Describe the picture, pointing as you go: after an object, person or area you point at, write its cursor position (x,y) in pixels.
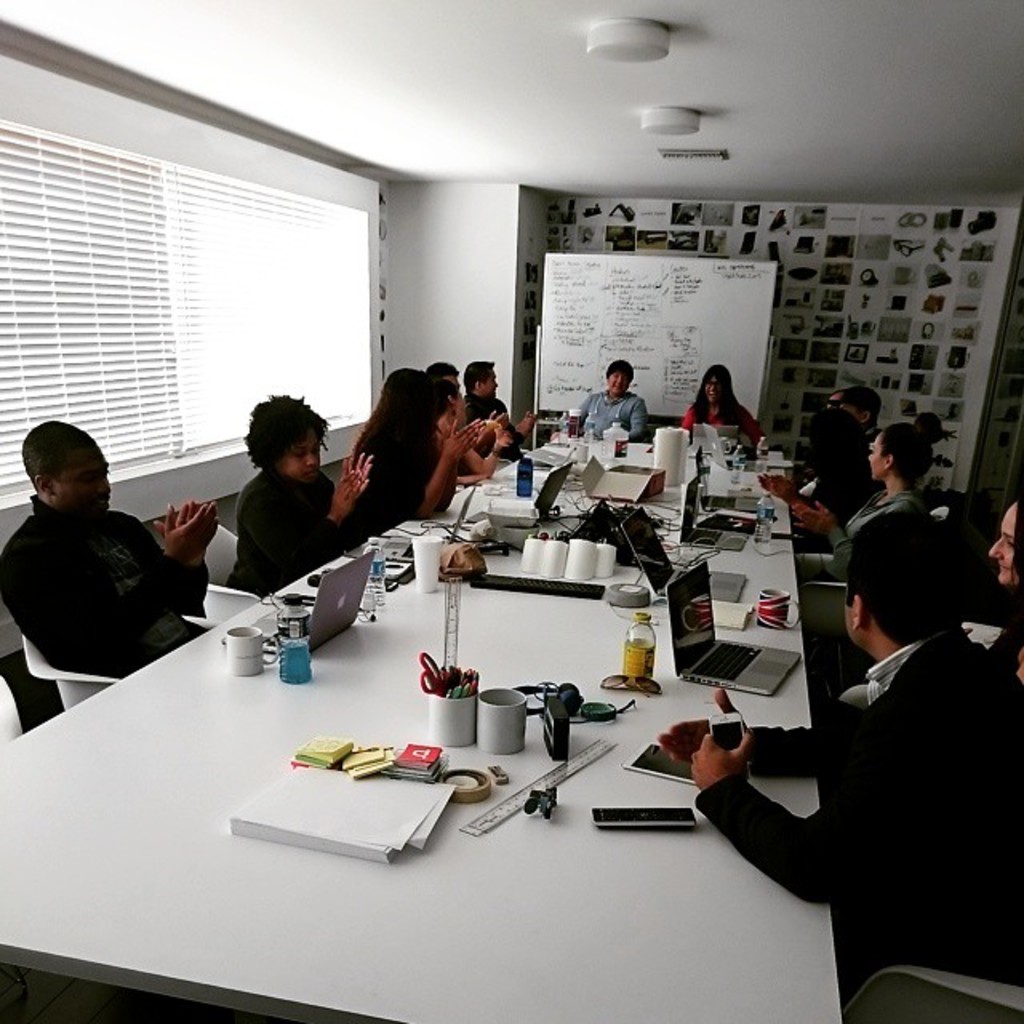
In this image we have group of people (296,430) who are sitting on the chair (43,675) in front of the table (486,605). On the table (436,832) we have a couple of laptops (669,566), a few cups (488,725) and other stuff (378,794) on it Behind these people (49,654) we have a white board (666,314) and on the left side of the image (104,250) we have a windows blind (164,331).
